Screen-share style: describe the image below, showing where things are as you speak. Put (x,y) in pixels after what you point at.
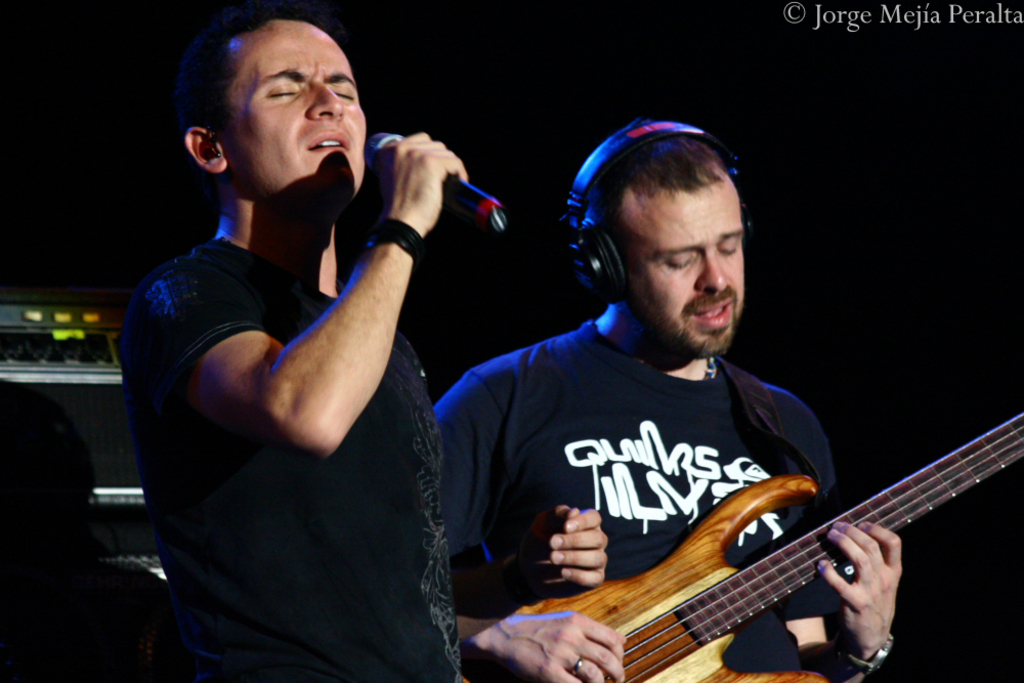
In this picture we can see two persons (633,403) where on left side (249,381) person (314,251) singing on mic (386,141) and on right side (702,429) person (674,422) holding guitar (994,458) with hand (576,620) and playing it with headphones (582,163) to him.
